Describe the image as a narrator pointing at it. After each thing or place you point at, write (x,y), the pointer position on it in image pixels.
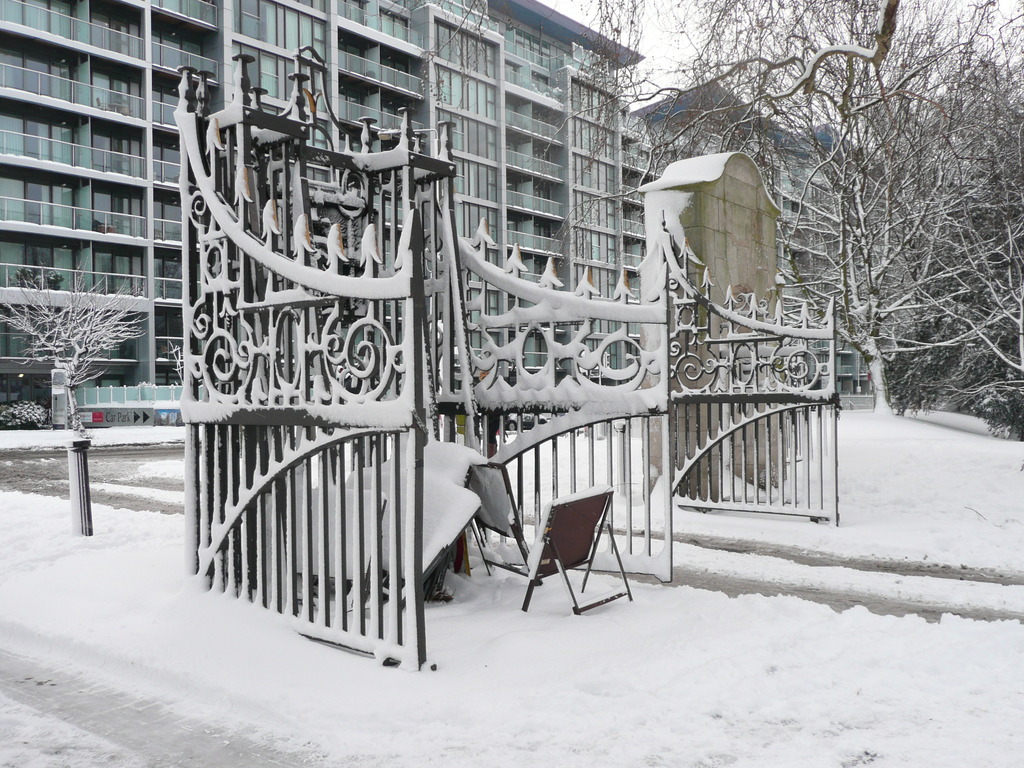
In this image there is a building (356,65) in front of the building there is a gate (550,281) it is covered with snow (692,464), there are tree (871,203) near the building (818,130) tree (811,120) are also covered with snow (824,53).
